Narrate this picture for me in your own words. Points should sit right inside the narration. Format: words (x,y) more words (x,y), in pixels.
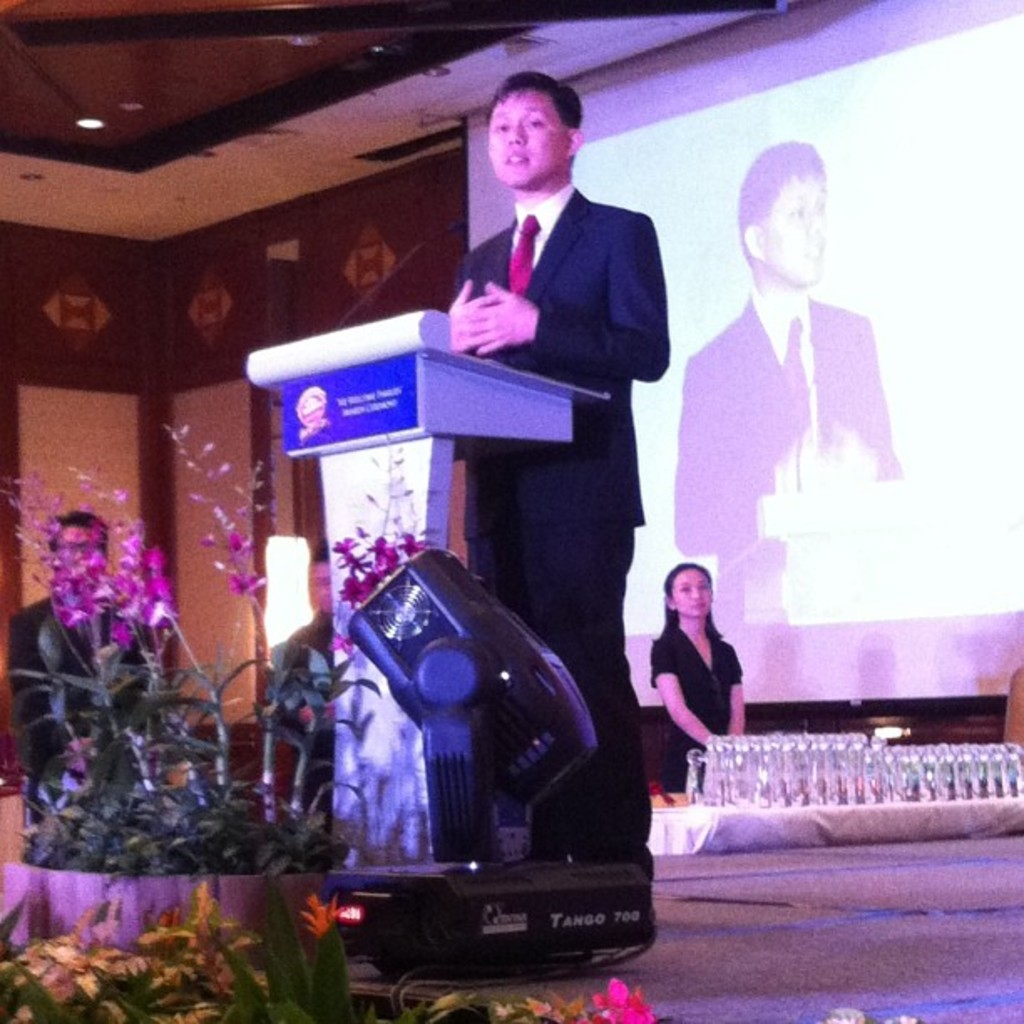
This picture seems to be clicked inside the hall (127,107). In the foreground (333,852) we can see the green leaves (327,1002), flowers (624,993) and a focusing light (509,759) and we can see a person (554,313) wearing suit (547,476) and standing behind the podium (388,423). In the background (32,702) we can see the group of persons (32,702) seems to be sitting and we can see a person (687,641) wearing black color dress (688,682) and standing and we can see some glass objects (778,763). At the top (211,62) there is a roof (212,66) and the ceiling lights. In the background (209,374) we can see the wall (265,282) and a projector screen (811,316) on which we can see the picture of a person (773,459) and a picture of a podium (808,528) and we can see some other objects (653,788) and a light (298,595).
